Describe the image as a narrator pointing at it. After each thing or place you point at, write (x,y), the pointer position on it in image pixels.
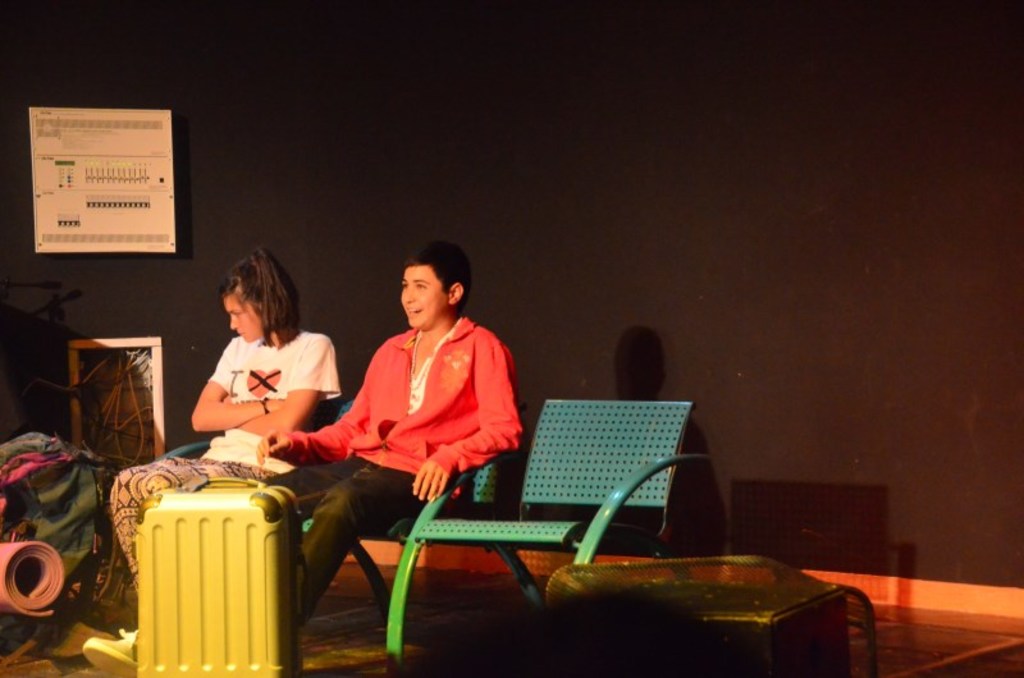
In this picture there are two people (274,402) sitting on a bench (445,542) they have a suitcase (255,522) in front of them and there is some luggage (78,468) beside them and in the background (171,167) there is a switch board (138,240) and there is a black wall (848,196).
